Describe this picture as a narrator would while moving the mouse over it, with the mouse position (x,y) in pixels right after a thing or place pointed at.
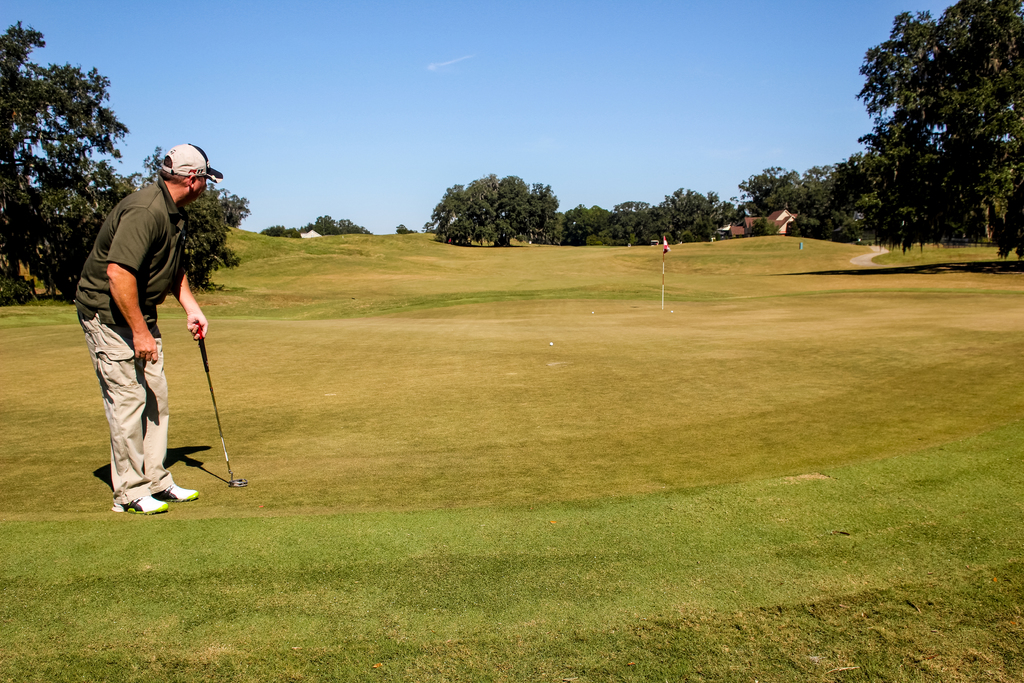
In the picture there is a man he is playing golf in the ground (931,632) and around the ground (499,404) there are lot of trees (879,194).
